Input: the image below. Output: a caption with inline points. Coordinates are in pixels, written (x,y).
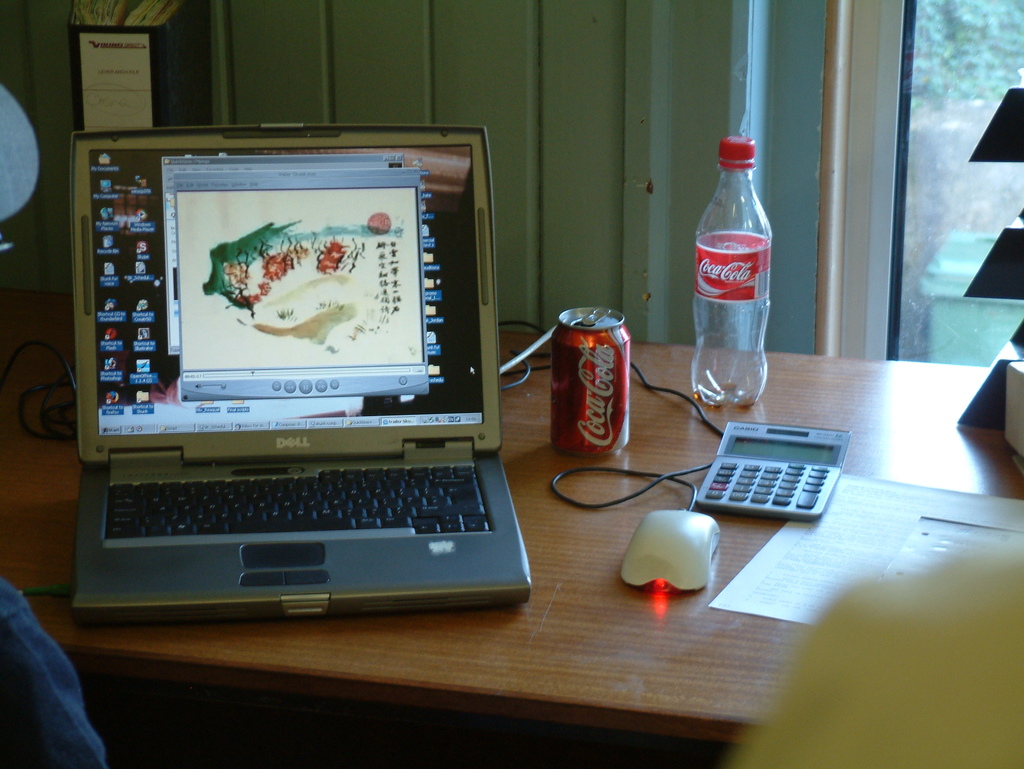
As we can see in the image there is a wall (585,121) and a table (567,466). On table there is a laptop (331,360), tin (571,365), bottle (725,316), calculator (737,448), mouse (679,560) and paper (808,579).
